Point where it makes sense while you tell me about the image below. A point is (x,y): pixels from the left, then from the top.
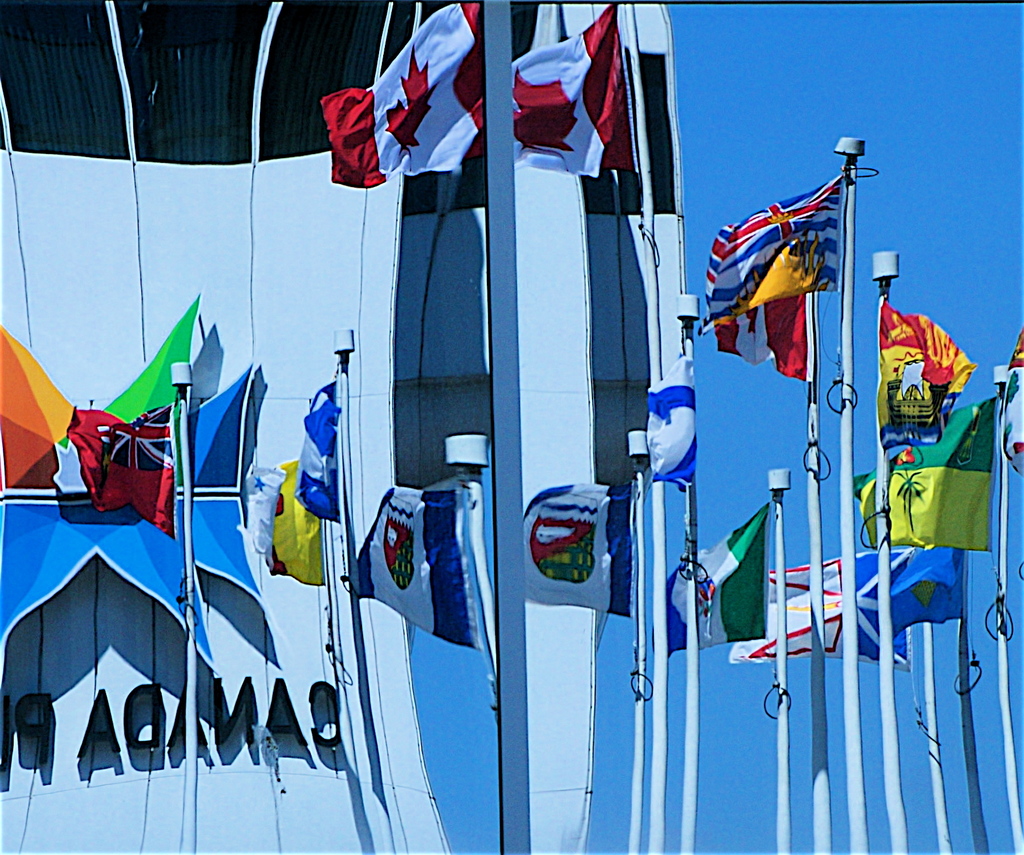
Here in this picture we can see a building (244,209) present over there and in front of it we can see number of flag posts (852,569) present over there.
